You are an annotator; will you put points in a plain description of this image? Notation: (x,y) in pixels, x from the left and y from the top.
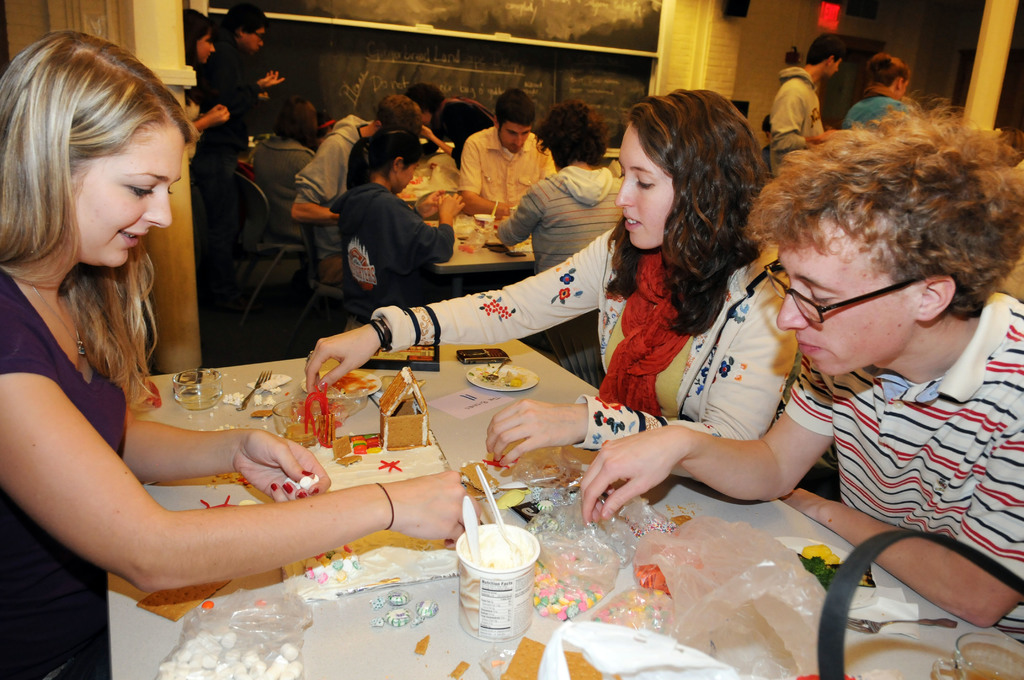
In the image we can see there are many people (215,249) around, they are wearing clothes (439,232). There are many people (480,196) sitting on the chair (268,245) and four of them (208,51) are standing and this person (874,298) is wearing spectacles (825,312). There is a table (754,508), on the table (738,515) there is a plastic cover (573,571), cup (518,596), spoons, fork (257,387), bowl (201,390), plate (514,387) and gadget (484,357). There is a light (824,14) and a pole (989,85).
